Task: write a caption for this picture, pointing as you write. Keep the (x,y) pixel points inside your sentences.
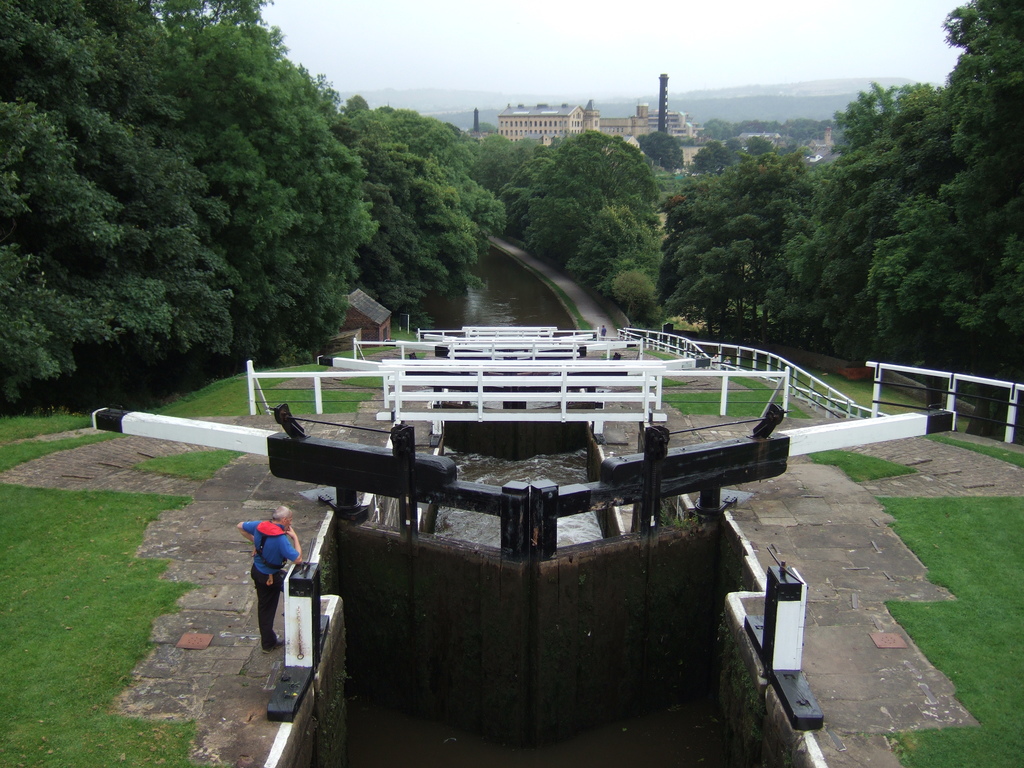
In this picture we can see a person (267,563) standing on the ground (164,481), water (460,300), trees (500,217), buildings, mountains (371,105) and in the background (432,46) we can see the sky (647,32).
